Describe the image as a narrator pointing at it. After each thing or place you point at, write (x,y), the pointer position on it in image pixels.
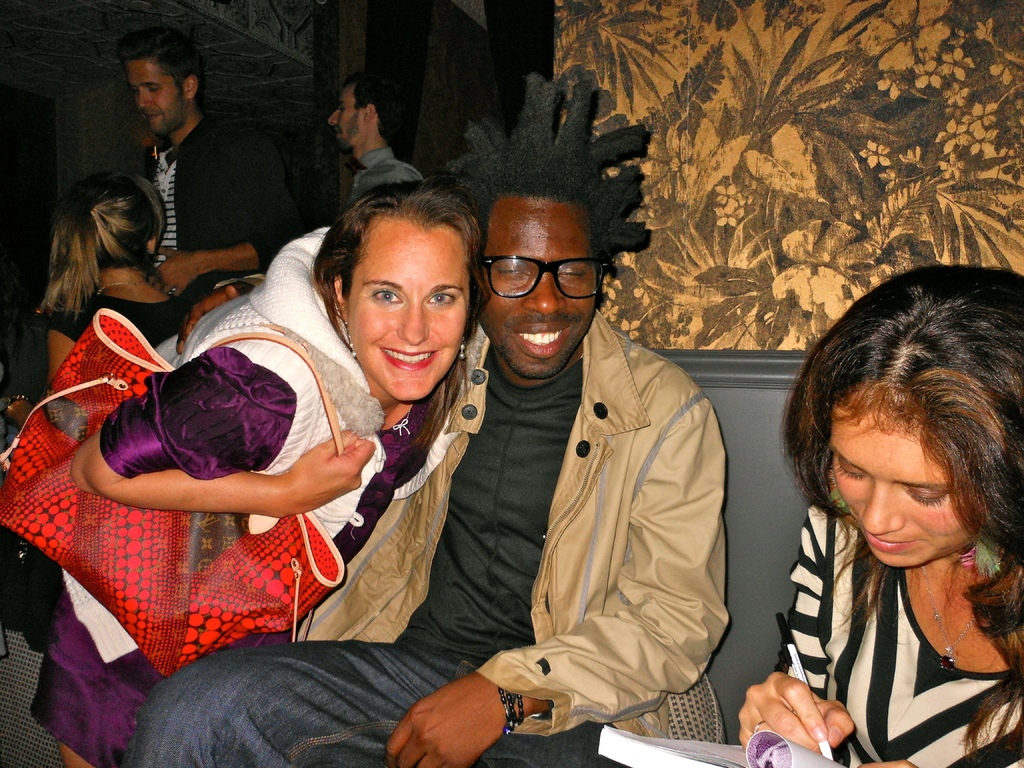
In this image we can see few people (559,557). Some are sitting and some are standing. Person (926,536) on the right side (924,598) is holding a book (713,763) and writing with a pen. Another person (561,471) is wearing specs (569,276). Another lady (256,352) is wearing a bag (258,339). In the back (643,107) there is a wall (699,115).
